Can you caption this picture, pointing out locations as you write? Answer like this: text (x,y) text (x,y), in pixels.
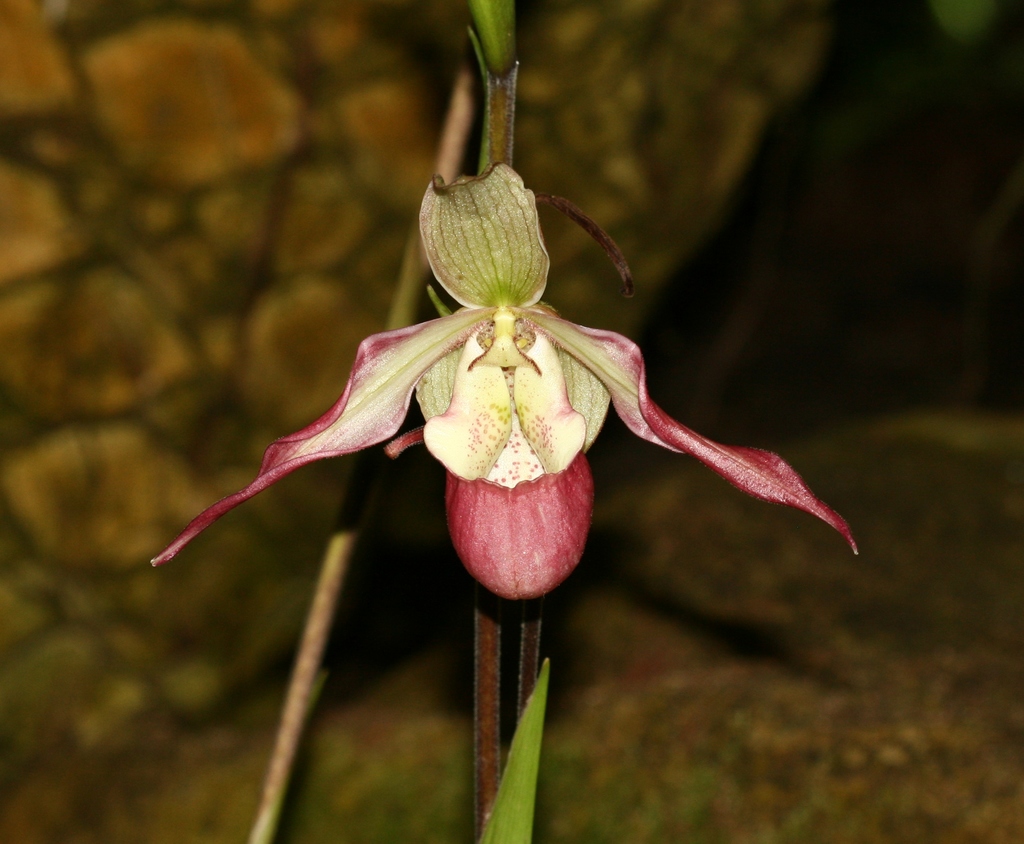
In this image there is a flower (488,417) in the middle (488,417).
